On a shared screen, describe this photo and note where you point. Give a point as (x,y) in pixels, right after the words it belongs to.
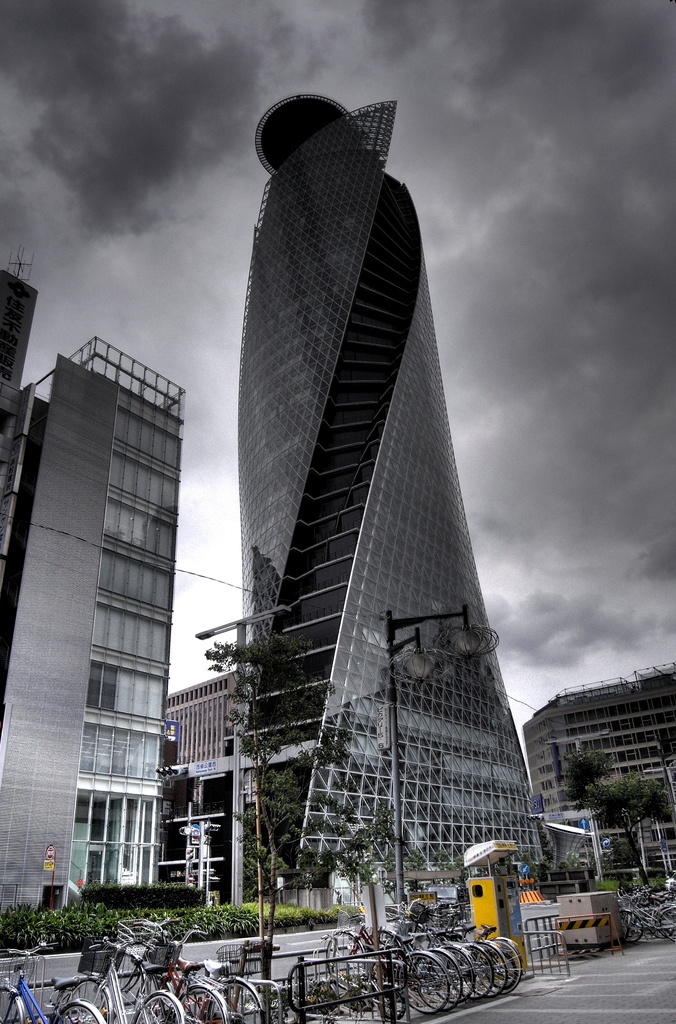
In this image I can see a tower (283,408) and other buildings (206,703) besides the tower (271,446). I can see poles (54,879) and sign boards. I can see bicycles (451,979) parked on the road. I can see a gate (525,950) with a check post (513,916). I can see some plants (184,886) and trees (249,836). At the top of the image (249,60) I can see the sky (249,60).
